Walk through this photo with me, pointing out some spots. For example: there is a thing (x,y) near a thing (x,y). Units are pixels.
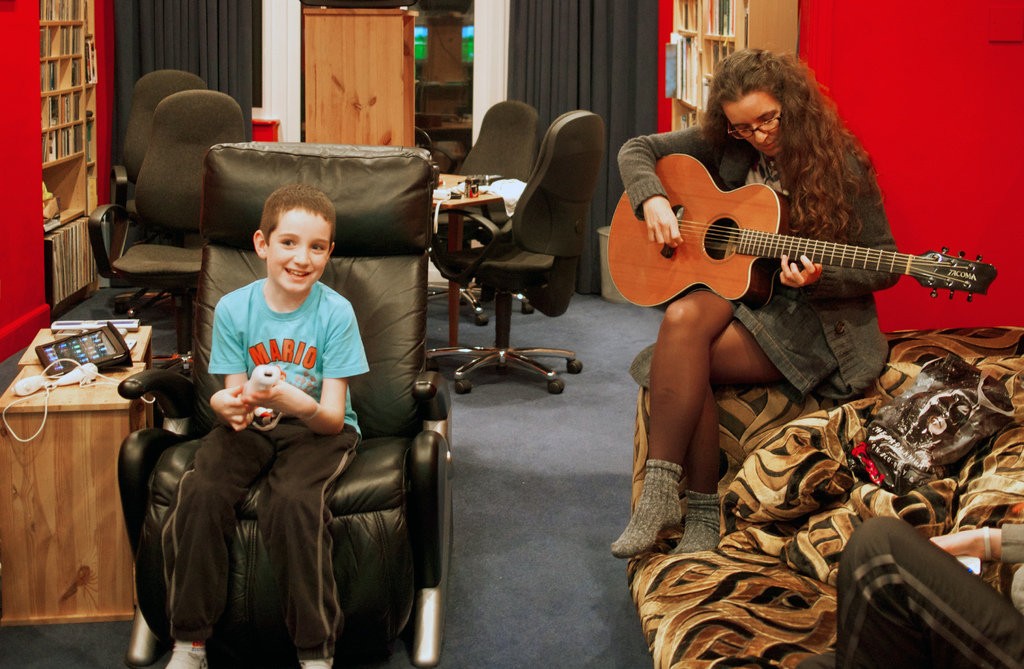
Bottom left side of the image (165,554) a kid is sitting on a chair (135,644) behind him there is a table (13,486) and there is a book shelf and there are few chairs (175,98). Bottom right side of the image (760,571) a woman (874,355) is sitting on a couch (1012,490) and playing guitar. Behind her there is a wall (934,36) and there is a bookshelf (780,30).
